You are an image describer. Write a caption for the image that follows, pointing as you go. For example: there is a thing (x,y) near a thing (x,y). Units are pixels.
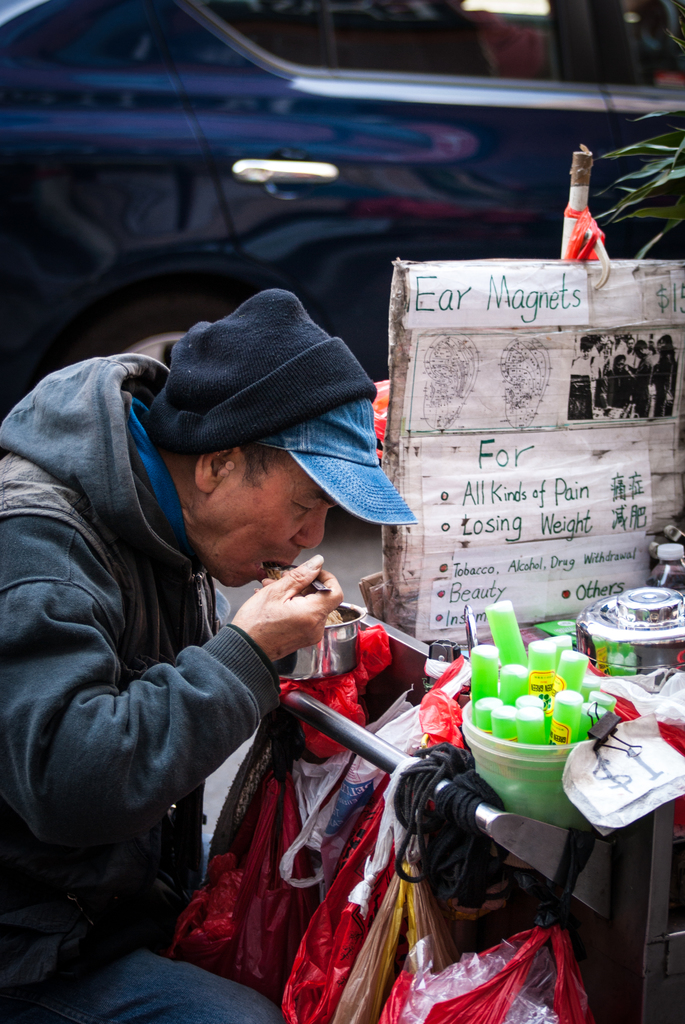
In the image in the center (244,498), we can see one person (160,551) sitting and he is holding box (338,655) and spoon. In front of him, there is a table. On the table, we can see one banner (523,449), plastic covers (399,842), containers (684,614), one bottle (683,566) and a few other objects (584,206). In the background (623,157) we can see one vehicle (424,196).
